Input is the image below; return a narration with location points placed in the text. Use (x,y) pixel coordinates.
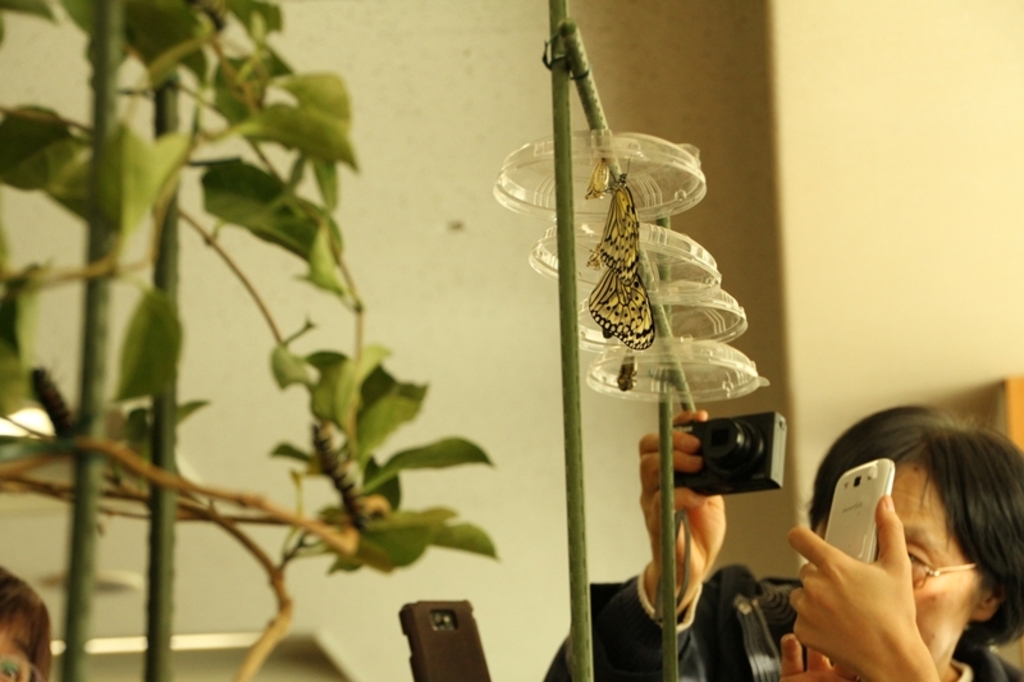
In this image there is a woman (866,579) taking pictures of butterflies (639,289) that are on the caps (674,312) hanged to a stick (558,107), on the left side (131,20) there is a plant (127,33), in the background (486,44) there is a wall (734,515).
